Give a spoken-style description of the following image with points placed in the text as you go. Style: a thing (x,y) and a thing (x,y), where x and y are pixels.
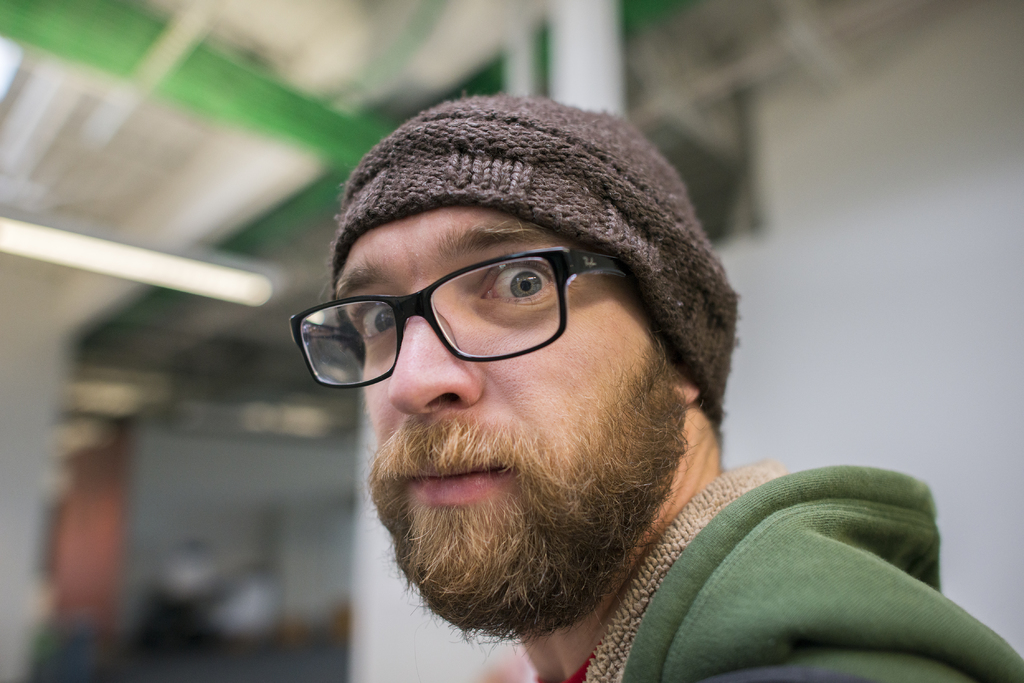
In the center of the image (484,307) we can see a man (647,443) is wearing a jacket (663,656), spectacles (560,317), cap (641,209). In the background of the image (978,119) we can see the wall (760,446). On the right side (947,467), the image is blur. At the top of the image (420,104) we can see the roof (200,165) and light (149,258).
